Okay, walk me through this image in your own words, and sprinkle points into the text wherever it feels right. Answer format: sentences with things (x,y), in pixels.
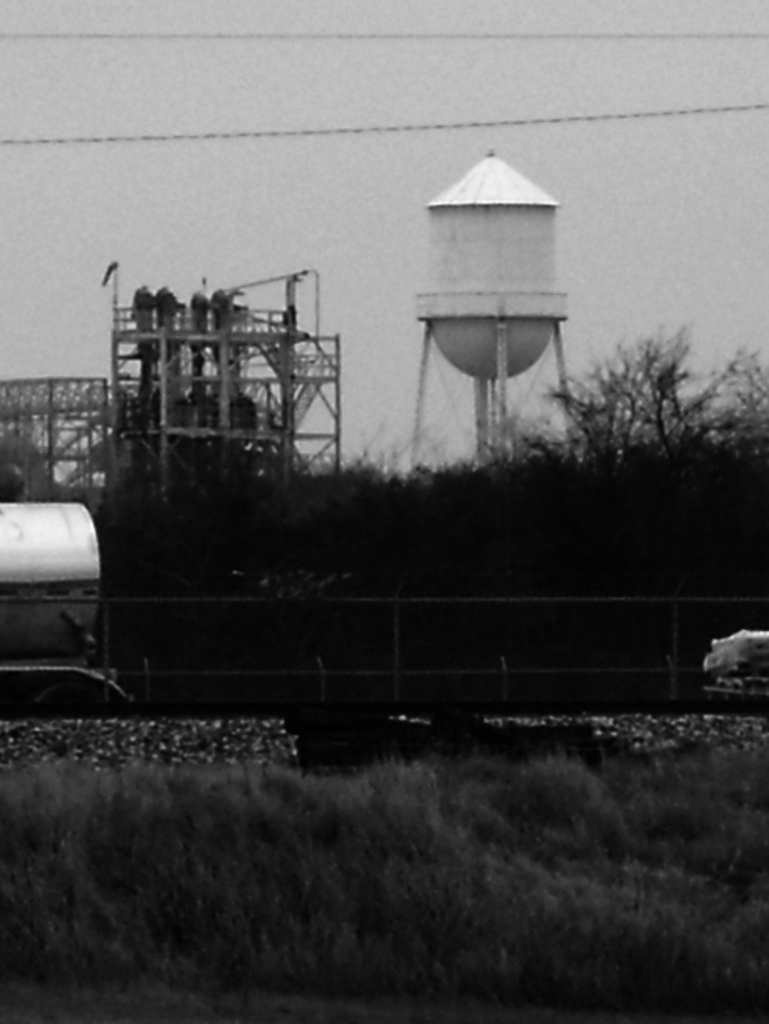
This is a black and white image. At the bottom of the image (424,833) there is grass (351,836). Behind the grass (199,836) there is fencing (525,671). Behind the fencing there is a tanker (85,576). And also there are trees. Behind the trees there is a water tank (455,292).
